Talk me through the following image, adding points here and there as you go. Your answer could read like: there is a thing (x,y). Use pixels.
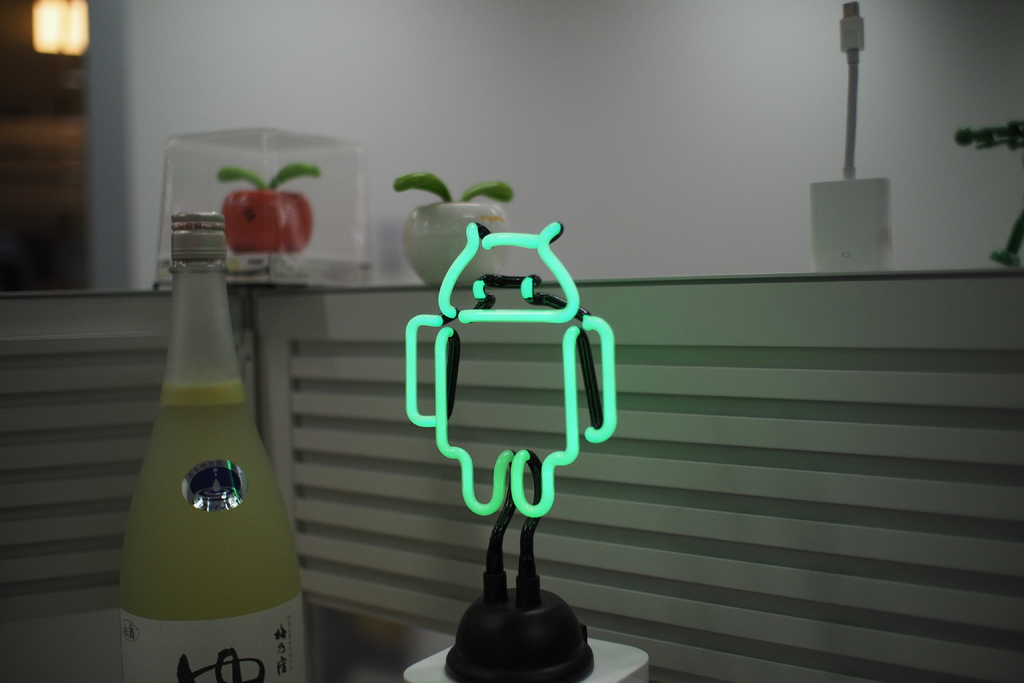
In this picture there is a bottle (141,679) at the left side of the image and there is a android pattern toy (500,653) on the desk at the center of the image (613,324) and there is a lamp (87,1) at the left side of the image (44,27).
